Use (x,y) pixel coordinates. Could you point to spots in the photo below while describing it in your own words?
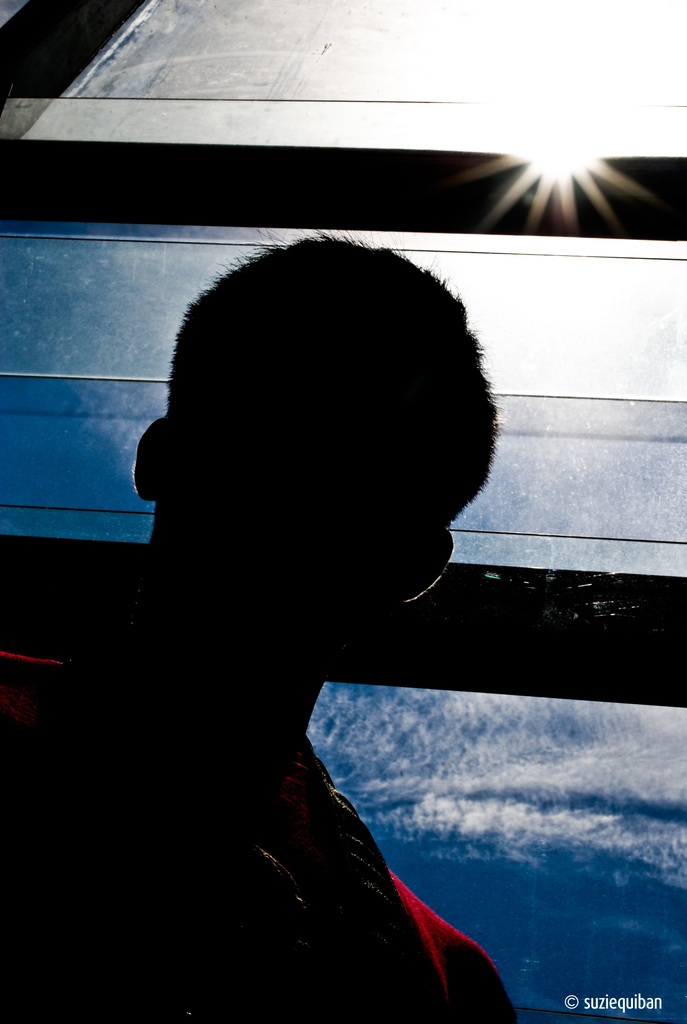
In this image we can see a person (307,525). In the background (607,497) we can see glass (474,802). Through the glass (507,4) we can see sky (541,959) with clouds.
